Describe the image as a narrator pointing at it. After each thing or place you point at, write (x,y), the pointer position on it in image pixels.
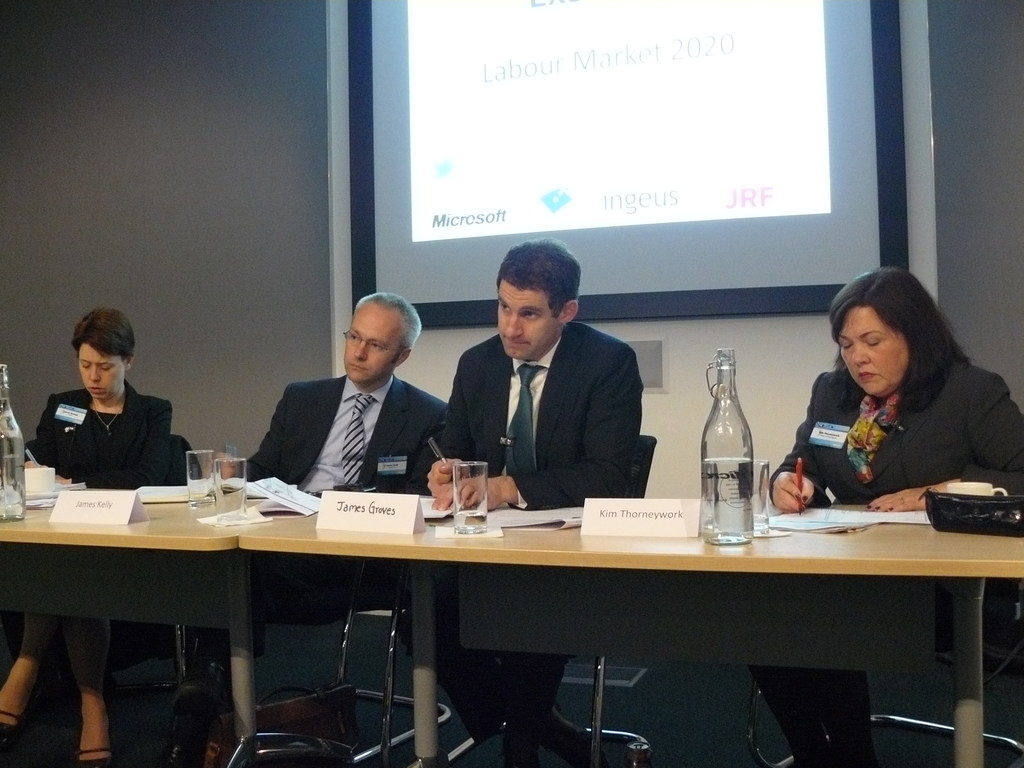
There are four persons (552,369) sitting on chairs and some of them writing with pen (801,480). There is a table (863,563) in front of them. On the table (860,543) there are papers (535,523), glasses (194,465), bottles (737,468), and name boards (359,505). In the background (570,178) there is a screen (512,124) and a wall (254,176).
